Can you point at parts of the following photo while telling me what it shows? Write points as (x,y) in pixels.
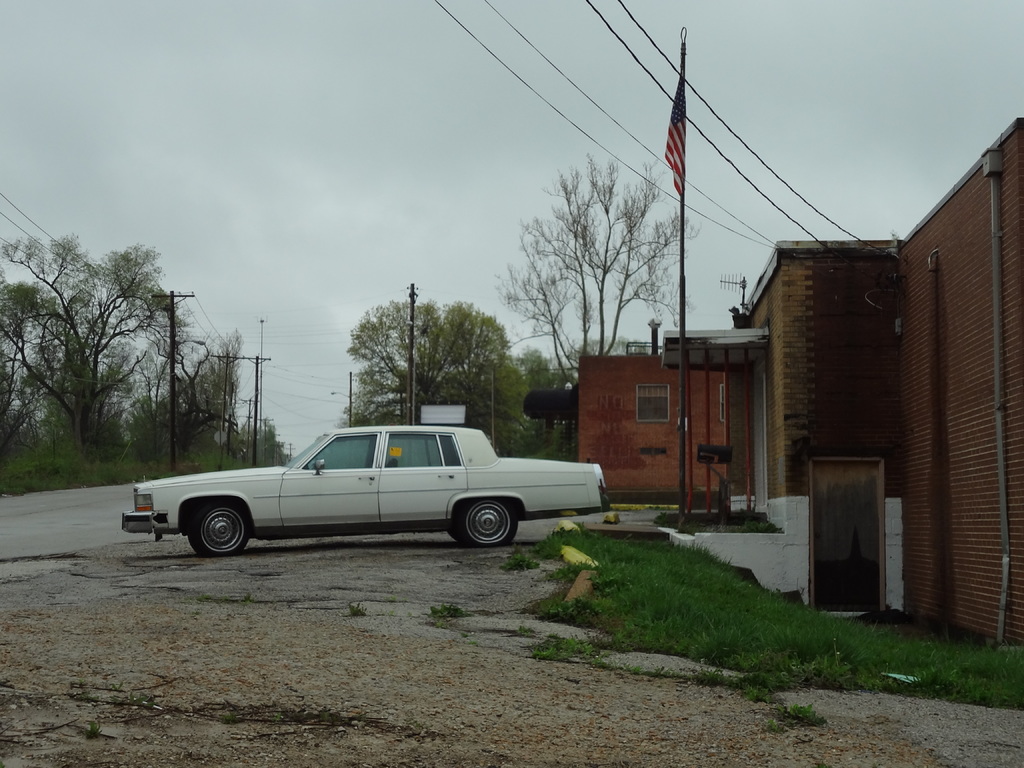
This image consists of a car (264,513) in white color. At the bottom (293,605), there is a road (289,622). On the right (716,606), we can see green grass (737,580) on the ground (707,568). And a building (787,447) along with the door (865,535). In the middle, we can see a flag (678,156). In the background (382,365), there are trees (205,381). At the top (550,110), there is sky (432,126).
